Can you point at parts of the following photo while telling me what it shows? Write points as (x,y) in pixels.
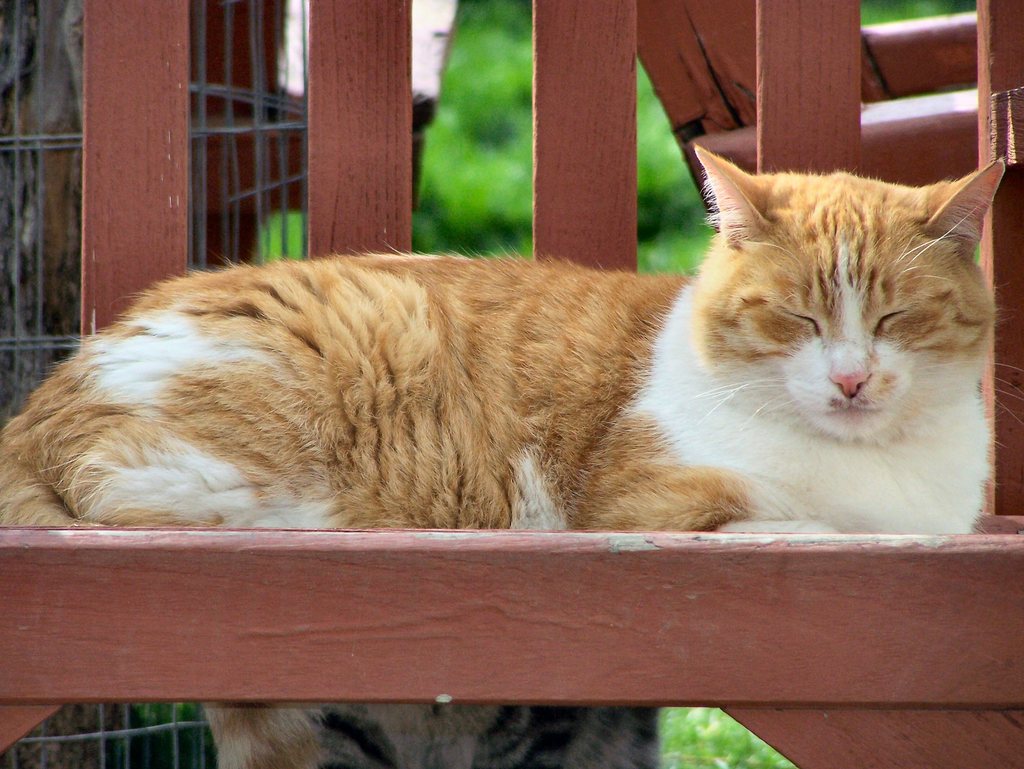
There is a cat (590,321) on a wooden surface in the foreground area of the image (749,442), it seems like a tree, mesh (295,146) and wooden planks (362,118) in the background (364,134).
